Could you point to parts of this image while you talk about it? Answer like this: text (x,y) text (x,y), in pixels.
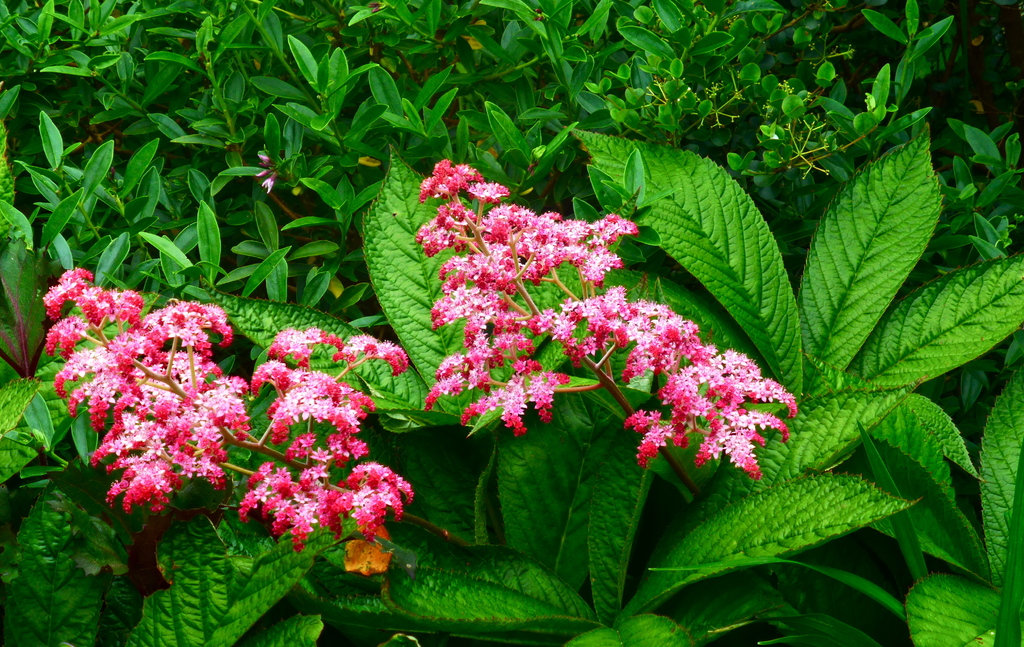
In this image I can see few flowers (156,483) in pink color. In the background (619,76) I can see few plants (557,177) in green color.
